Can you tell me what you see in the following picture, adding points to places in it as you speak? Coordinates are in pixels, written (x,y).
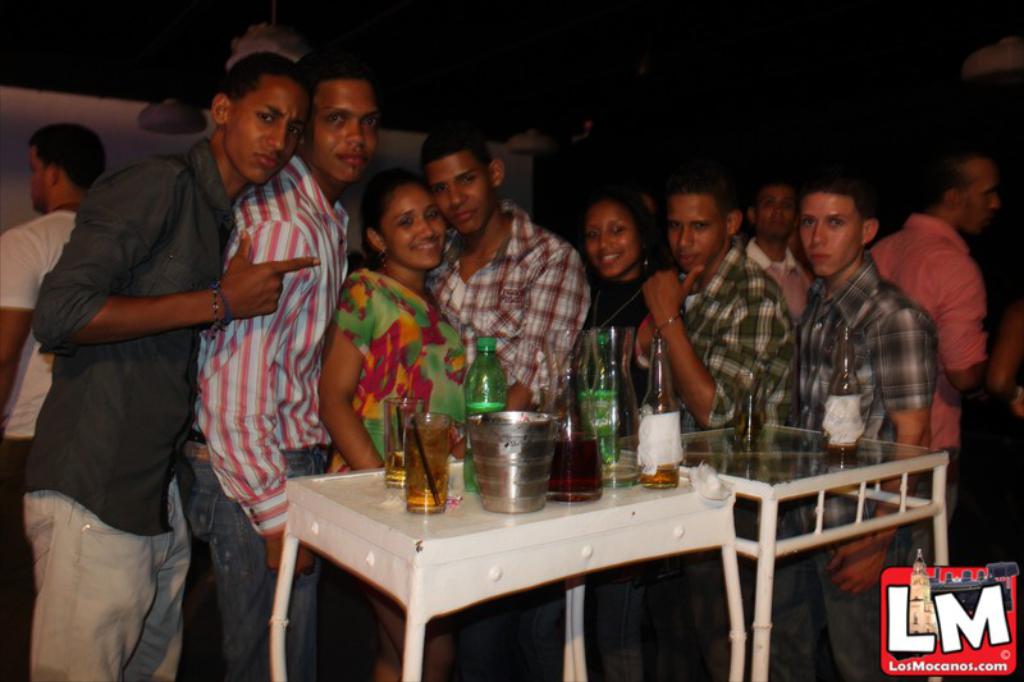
In the image there are many people (330,350) standing in the center (657,284) before them there are two tables (639,515) and there are glasses (437,475), jugs (550,483), bottles (667,478), placed on the table (689,529). In the background (125,142) there is a screen (95,113).
